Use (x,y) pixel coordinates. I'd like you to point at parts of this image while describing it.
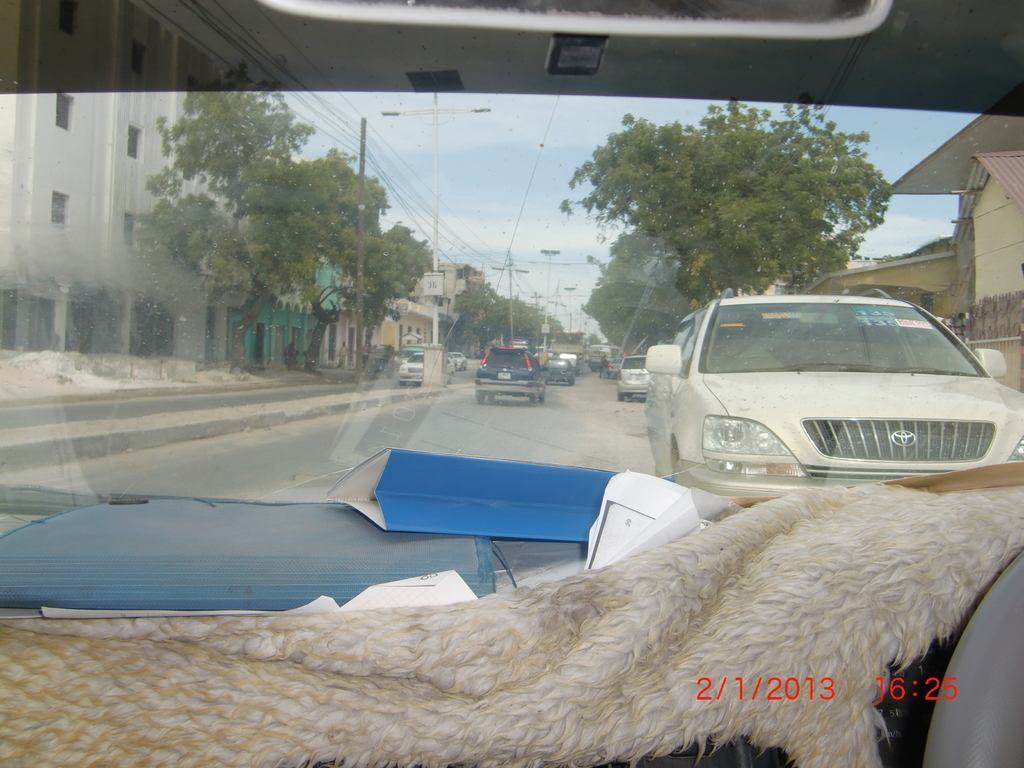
In this image we can see motor vehicles (648,393) on the road (466,432), buildings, trees (394,257), electric poles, electric cables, street poles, street lights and sky (548,199) with clouds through a motor vehicle's window (547,447).
